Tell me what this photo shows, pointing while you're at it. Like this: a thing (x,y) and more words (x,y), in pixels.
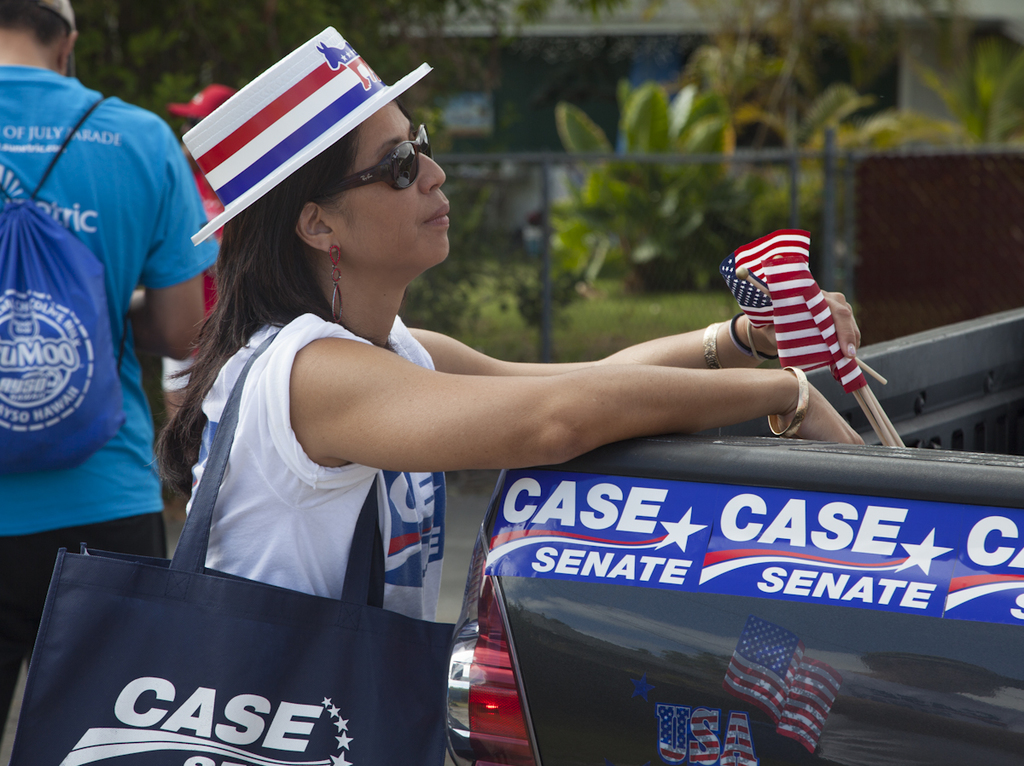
In the foreground of the picture (332,405) there is a woman (324,356), wearing a cap (306,116) and bag (297,716), she is holding flags (821,326). On the right (820,594) there is a truck (848,628). On the left (126,159) there are people (96,226) standing. The background (260,19) is blurred. In the background (642,127) there are trees (744,100) and plants (706,169). In the center of the background (733,210) there is a fencing (669,157).
